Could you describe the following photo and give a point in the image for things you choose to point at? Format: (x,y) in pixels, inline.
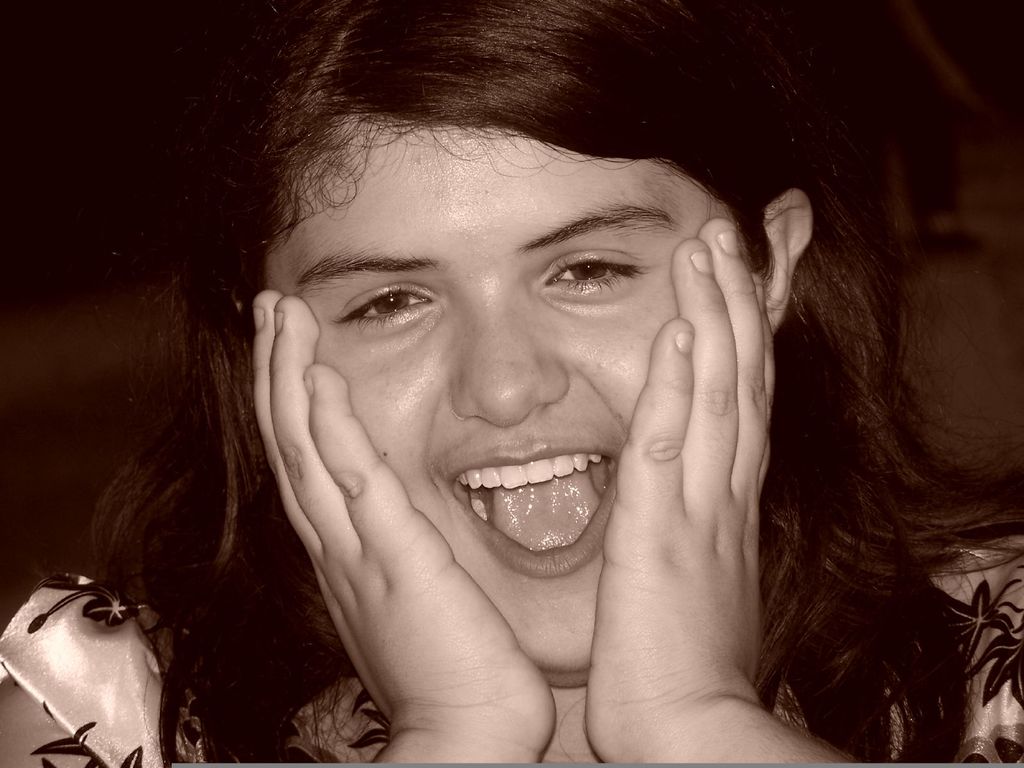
In this picture I can see a woman (803,436) smiling, and there is blur background (5,137).
